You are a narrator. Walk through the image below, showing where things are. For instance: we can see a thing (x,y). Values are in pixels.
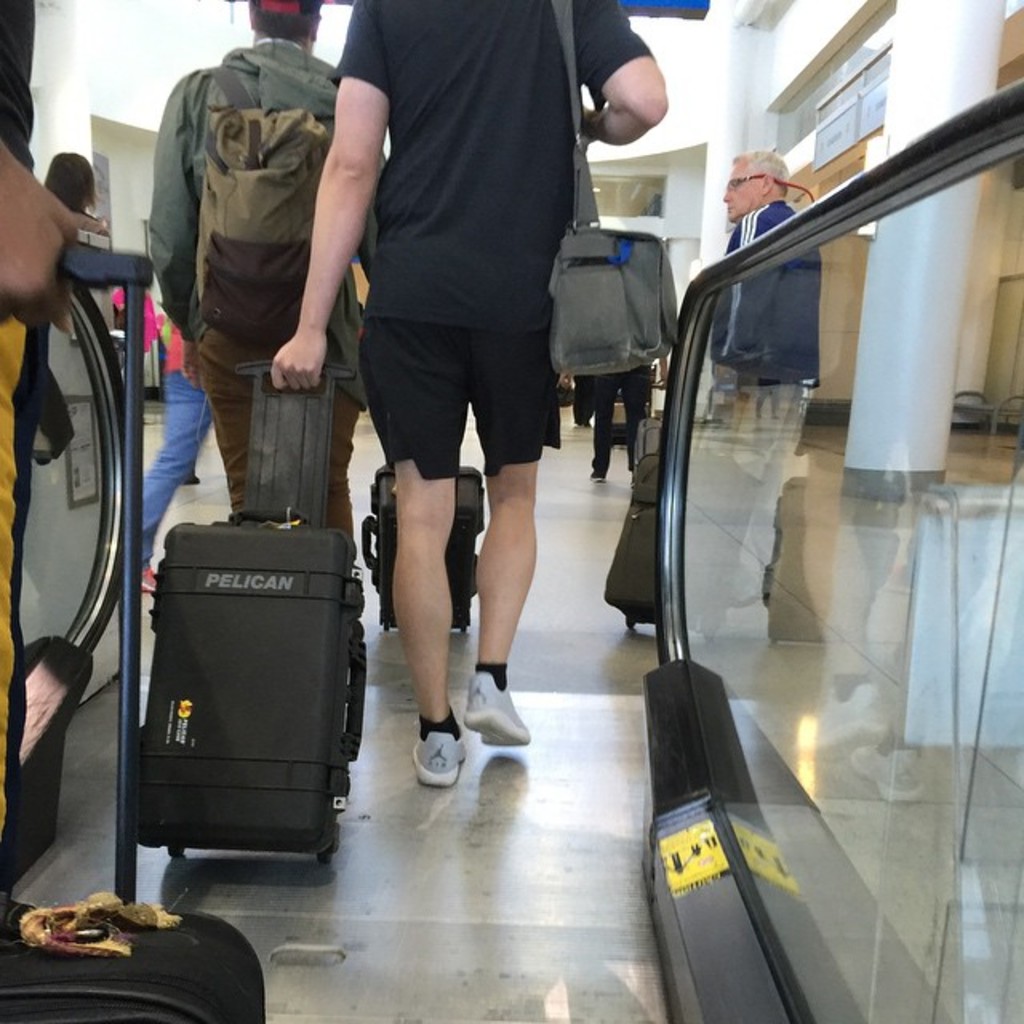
These persons (523,301) are walking, as there is a leg (441,621) movement. This persons (333,362) are holding luggage (275,457) and wearing bag (263,203). This is pillar (933,198).
